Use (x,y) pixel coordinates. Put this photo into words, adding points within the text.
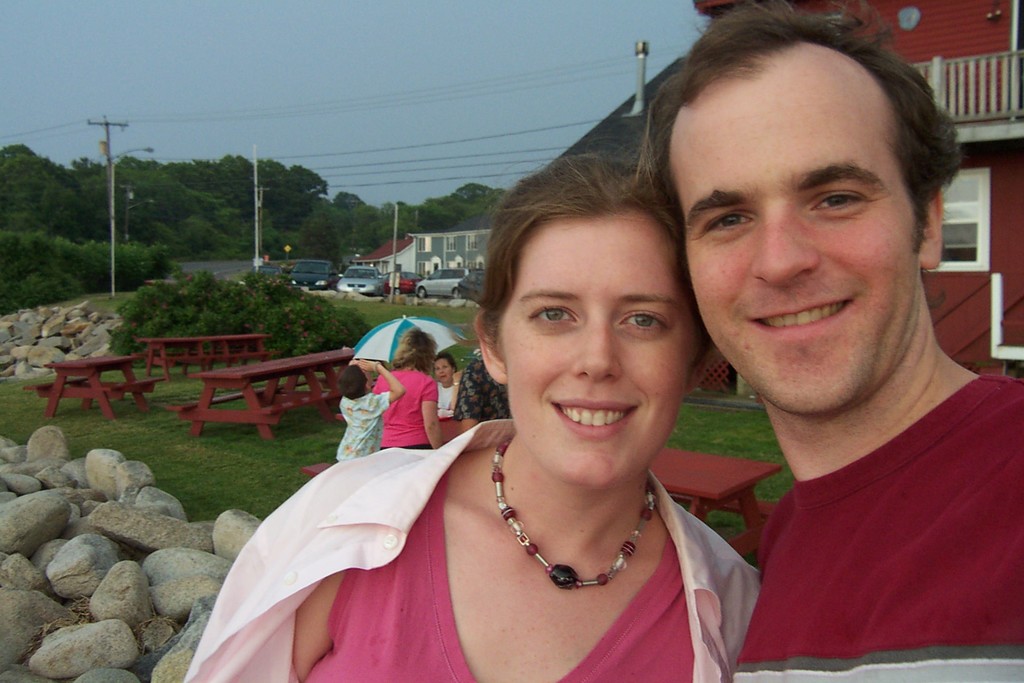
In the foreground (553,485) I can see two persons (574,522) are standing on grass (254,480), a group of people (421,387) are sitting on benches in front of a table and stones (21,464). In the background (477,254) I can see plants (332,342), light poles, wires (467,172), buildings (443,254), vehicles (450,269) on the road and the sky (338,181). This image is taken may be during a day.
